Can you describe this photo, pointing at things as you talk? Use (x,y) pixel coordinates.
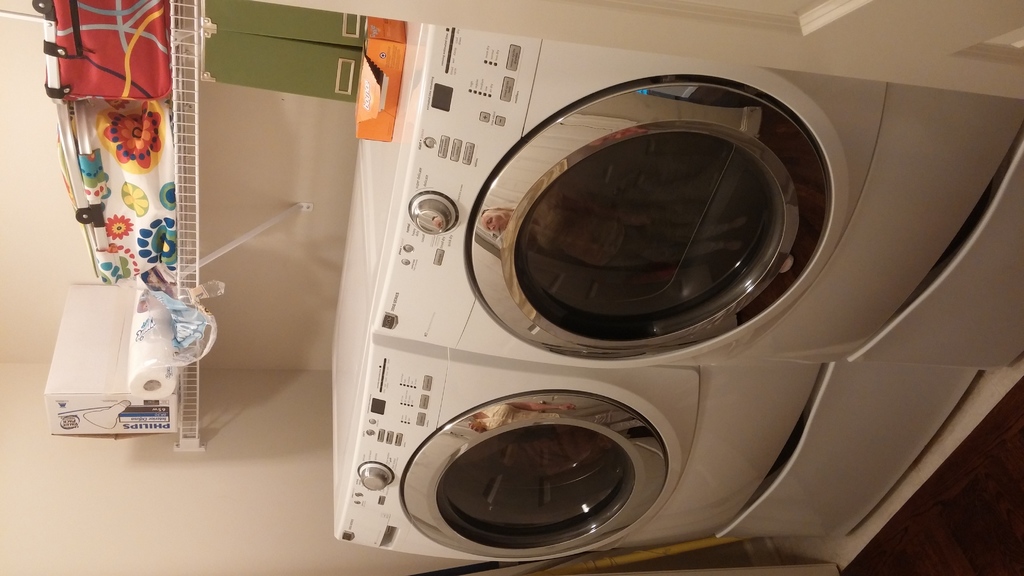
This image is in left direction. On the right side (815,342), I can see two washing machines (654,333) are placed on the floor (948,487). On the left side (125,146), I can see a rack (186,247) in which few bags (113,235) and a box (109,373) and some other objects (148,326) are placed.
